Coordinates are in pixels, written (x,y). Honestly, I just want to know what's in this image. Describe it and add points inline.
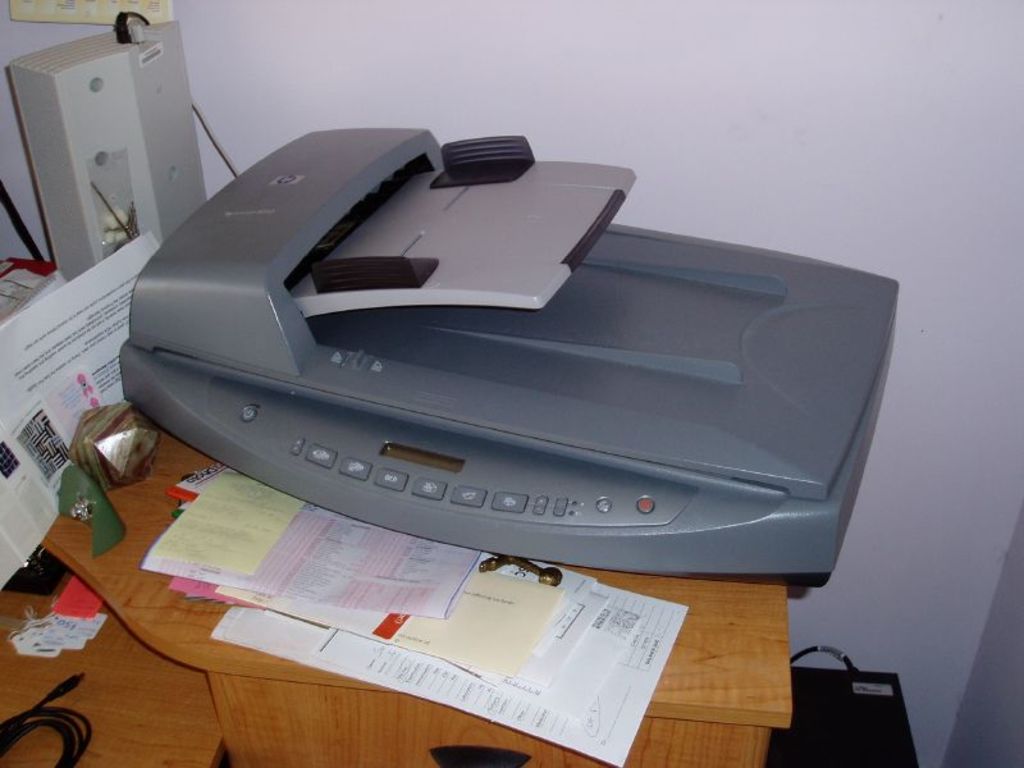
In this image there is a table (755,667), on that table (755,667) there are papers (251,575) and a scanner (125,351), in the background (39,39) there is a wall (973,507).
